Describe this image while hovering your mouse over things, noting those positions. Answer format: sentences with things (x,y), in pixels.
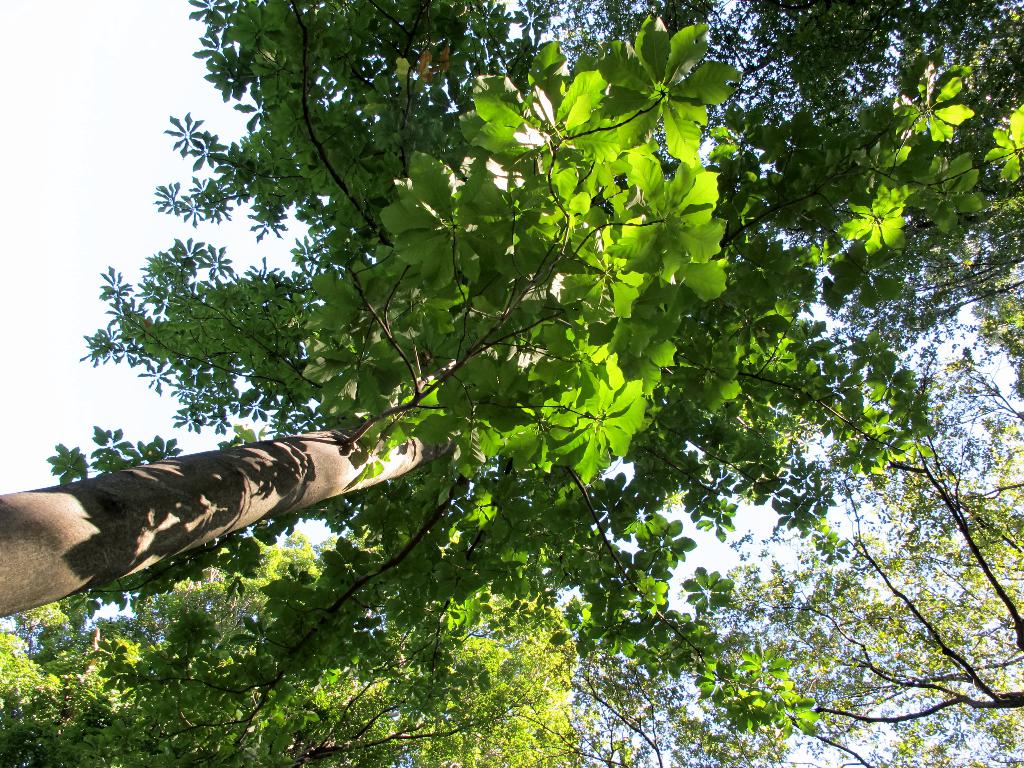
In this picture there are green leaves (488,641) with brown branches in the foreground (333,355). And the sky (49,227) is at the top (72,241).
